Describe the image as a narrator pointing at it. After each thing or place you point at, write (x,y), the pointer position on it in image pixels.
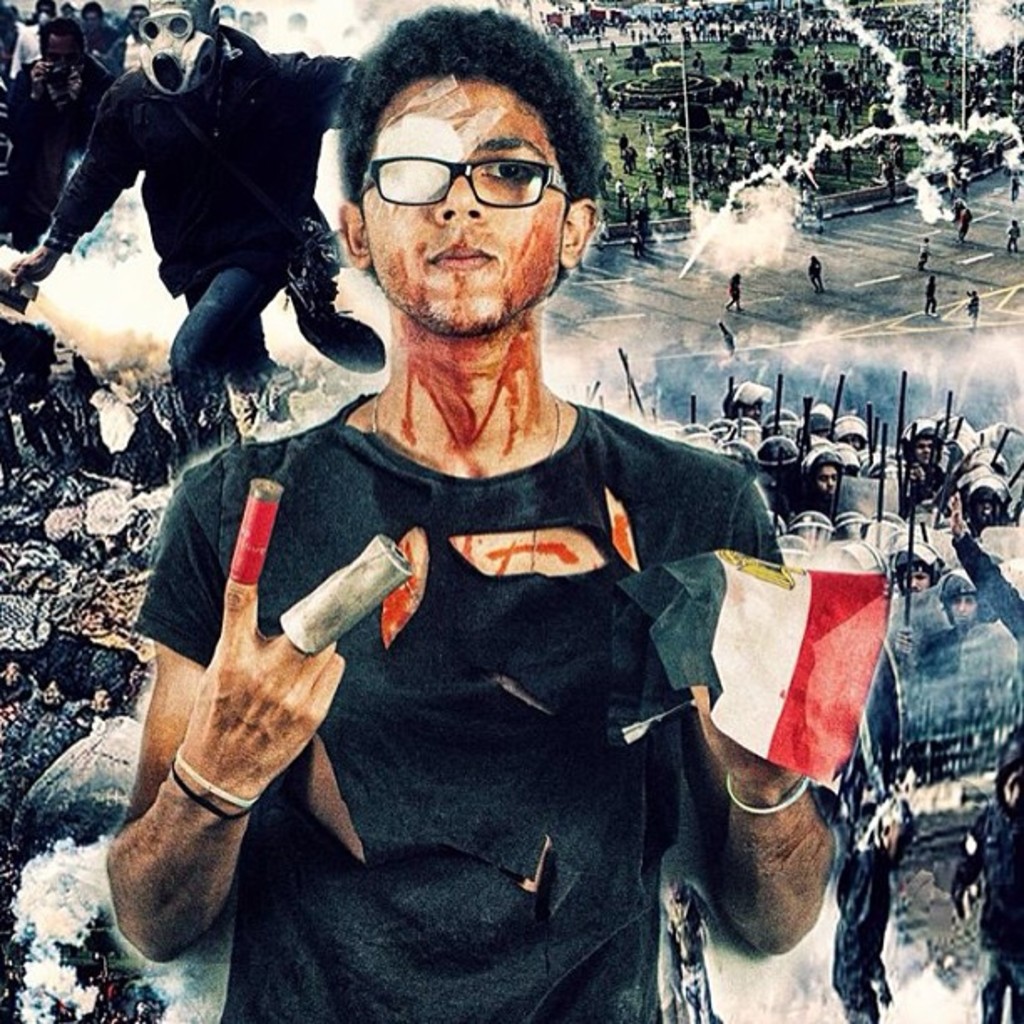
This is an edited image. In front of the picture, we see a man (532,623) in the black T-shirt (539,630) is standing and he is holding a flag (742,633) in his hand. Behind him, we see the people (936,560) wearing the uniform (977,550) are holding the sticks (903,507) in their hands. In the right top (732,87), we see the people (622,138) are standing and some of them are firing. On the left side (138,146), we see a man (263,211) in the black dress (239,136) who is wearing a mask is running.
